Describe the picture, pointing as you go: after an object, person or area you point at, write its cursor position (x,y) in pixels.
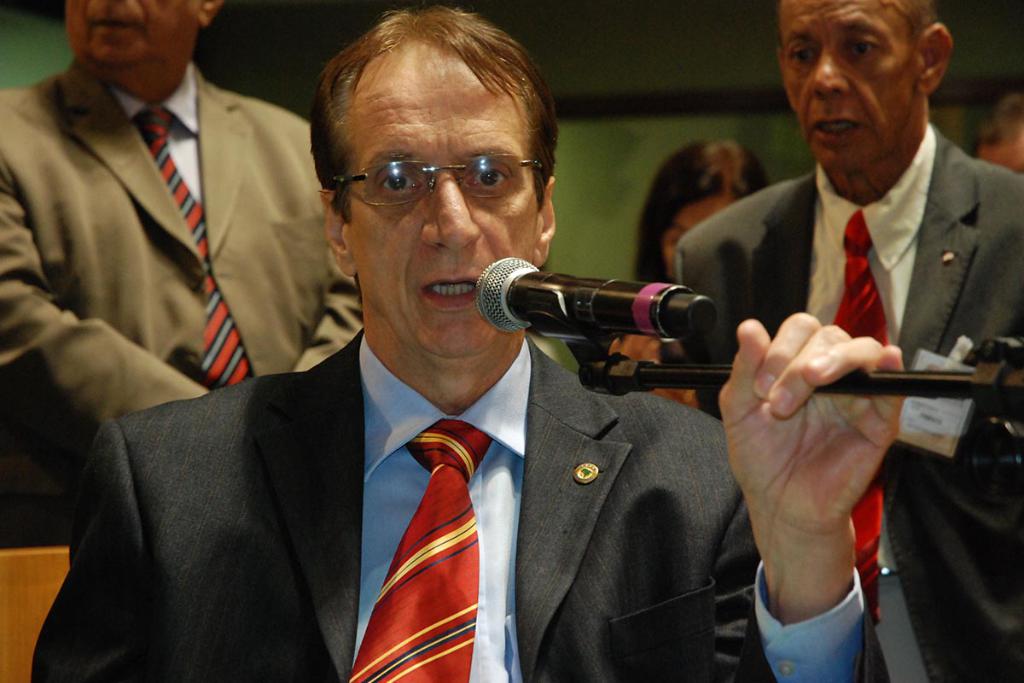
This picture shows a man (628,413) seated and holding a microphone stand (730,366) with his hand (792,345) and speaking with the help of a microphone (547,304) and we see few people (792,256) standing on the back (722,234) and the man (411,224) wore spectacles (427,188) on his face (413,189).
